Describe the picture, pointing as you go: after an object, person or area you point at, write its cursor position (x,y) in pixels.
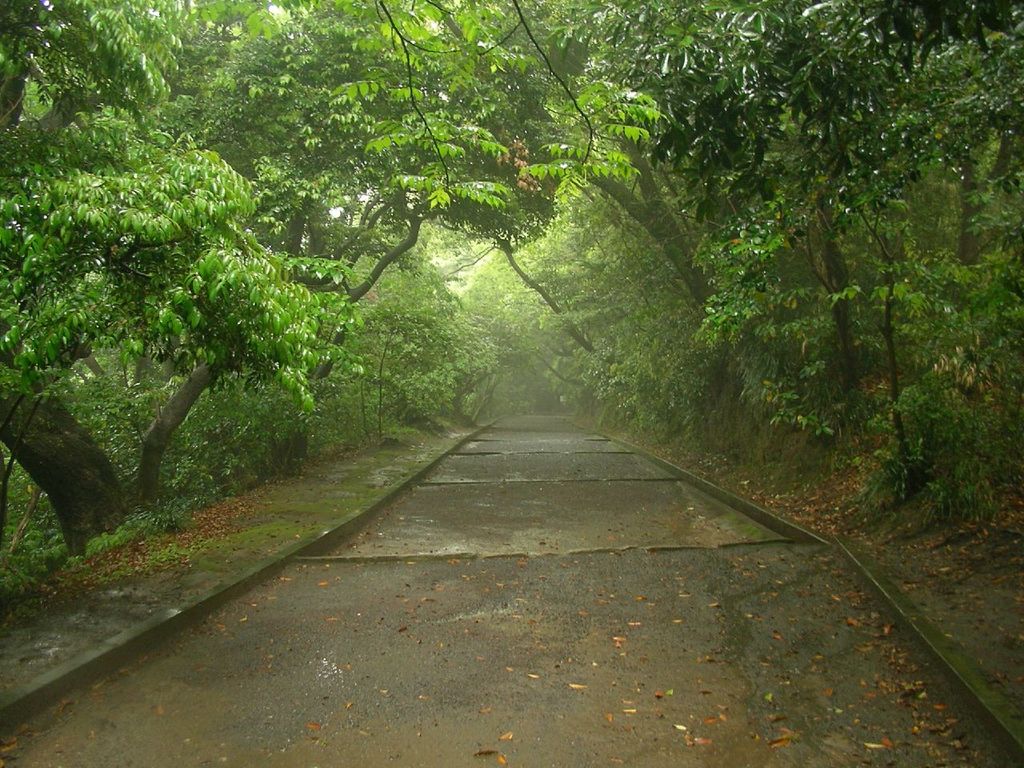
In this image we can see road (531,481). On the sides of the road (626,495) there are trees (609,297).
